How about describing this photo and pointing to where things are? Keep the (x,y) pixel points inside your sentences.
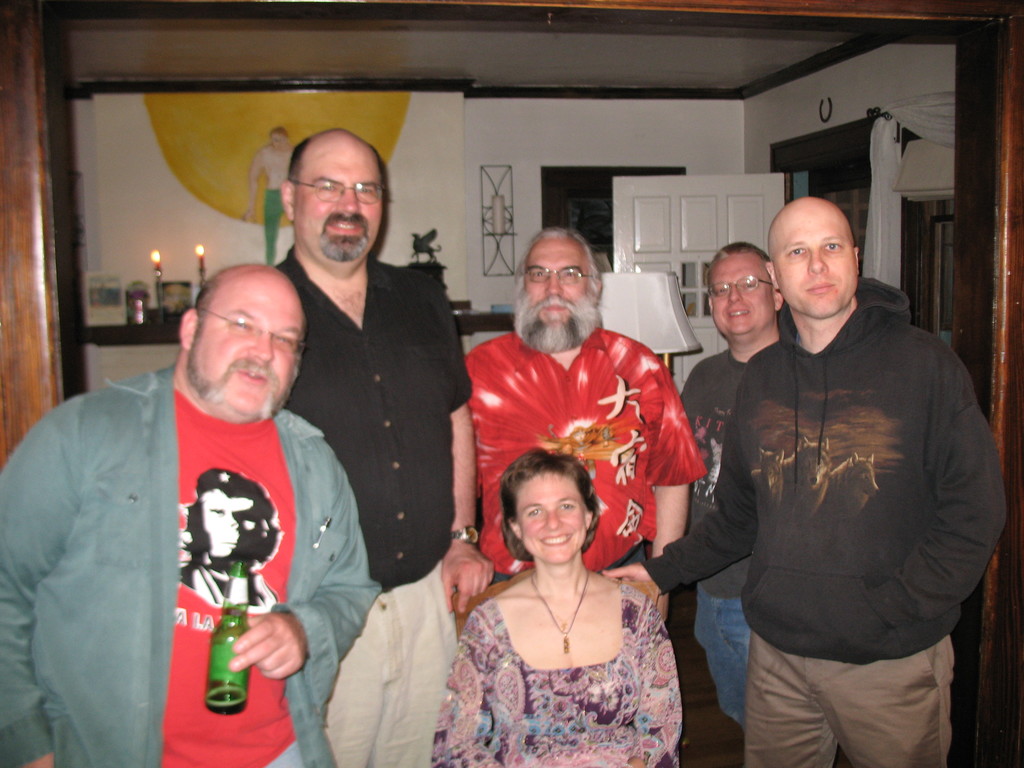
This image is clicked inside. There are people (445,322) standing in this image. One of them is holding bottle (240,612). Behind them there is a door (695,283) on the right side (687,300). There is a lamp (648,274) on the right side (685,343). There are candles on the left side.
